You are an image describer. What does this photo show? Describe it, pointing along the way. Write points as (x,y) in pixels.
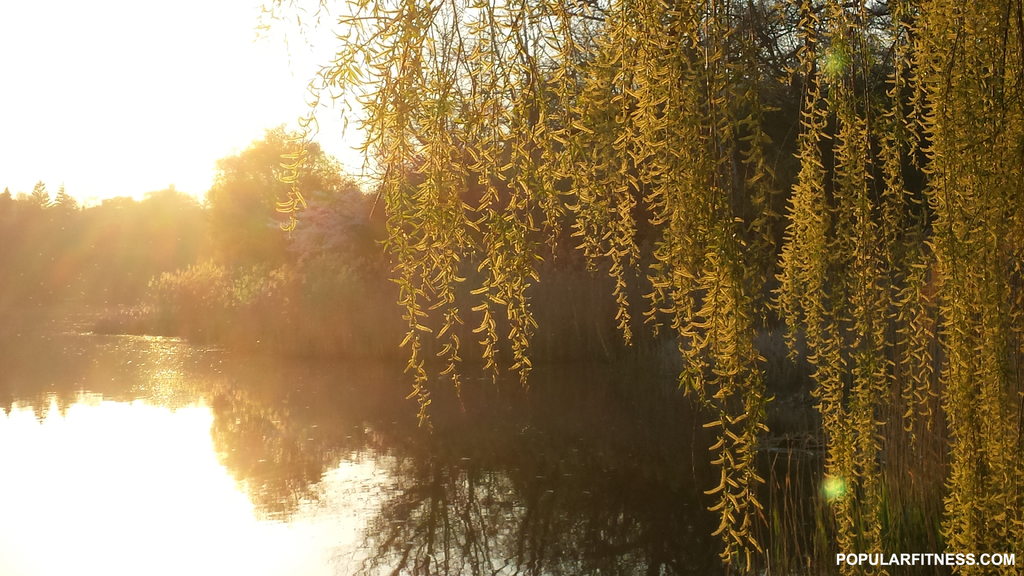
This is an outside view. At the bottom of the image (240,497) I can see the water (258,469). This is looking like a pond (280,419). On the right side (959,424), I can see the trees (953,331). On the top of the image (187,89) I can see the sky (79,101).
